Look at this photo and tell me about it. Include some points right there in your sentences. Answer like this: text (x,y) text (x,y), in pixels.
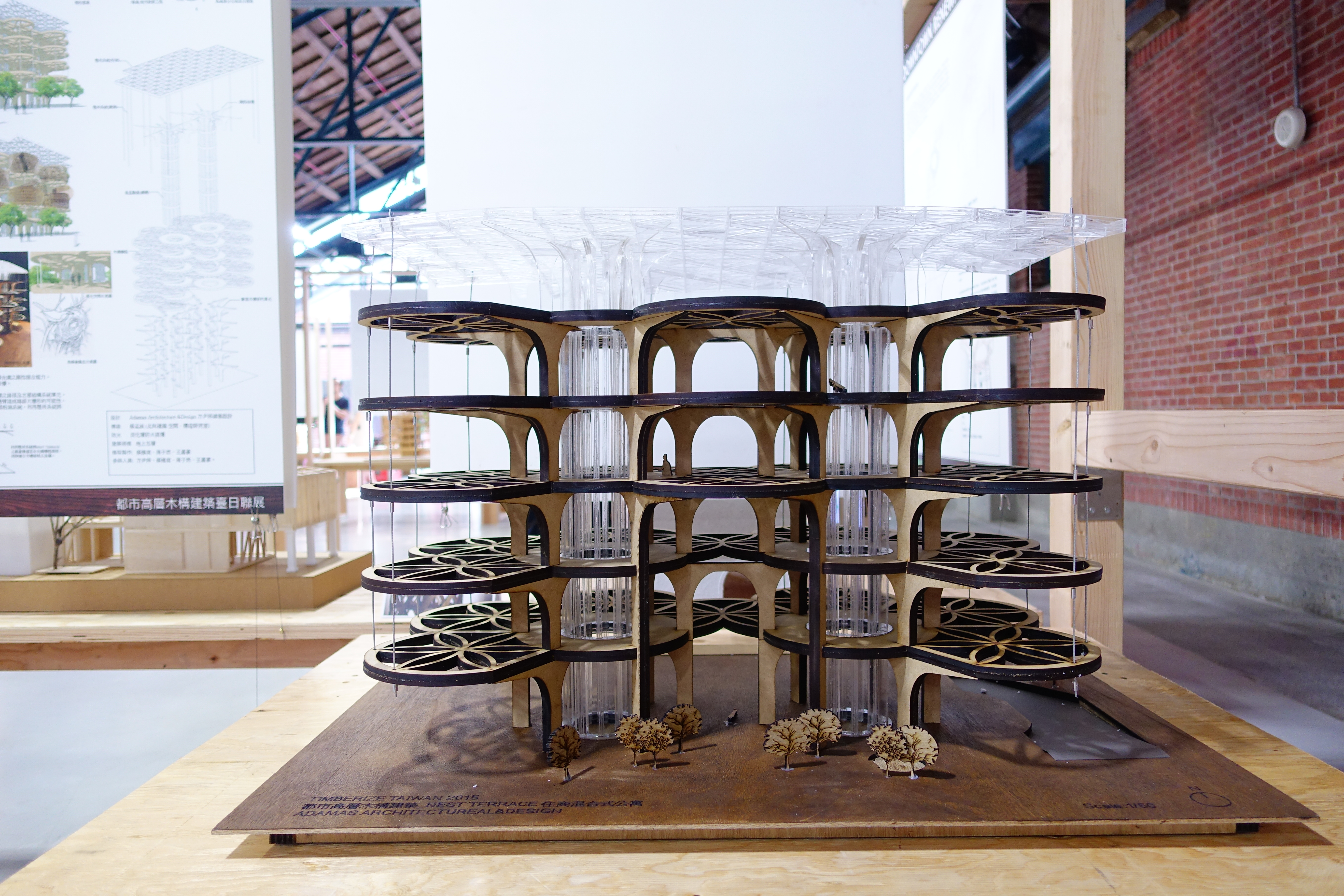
This image consists of a structure (677,619) of a building (722,556). On the right (1255,315), there is a wall (1301,518). On the left (135,417), we can see a banner (183,220). At the bottom (638,843), we can see a wooden plank (643,863).
